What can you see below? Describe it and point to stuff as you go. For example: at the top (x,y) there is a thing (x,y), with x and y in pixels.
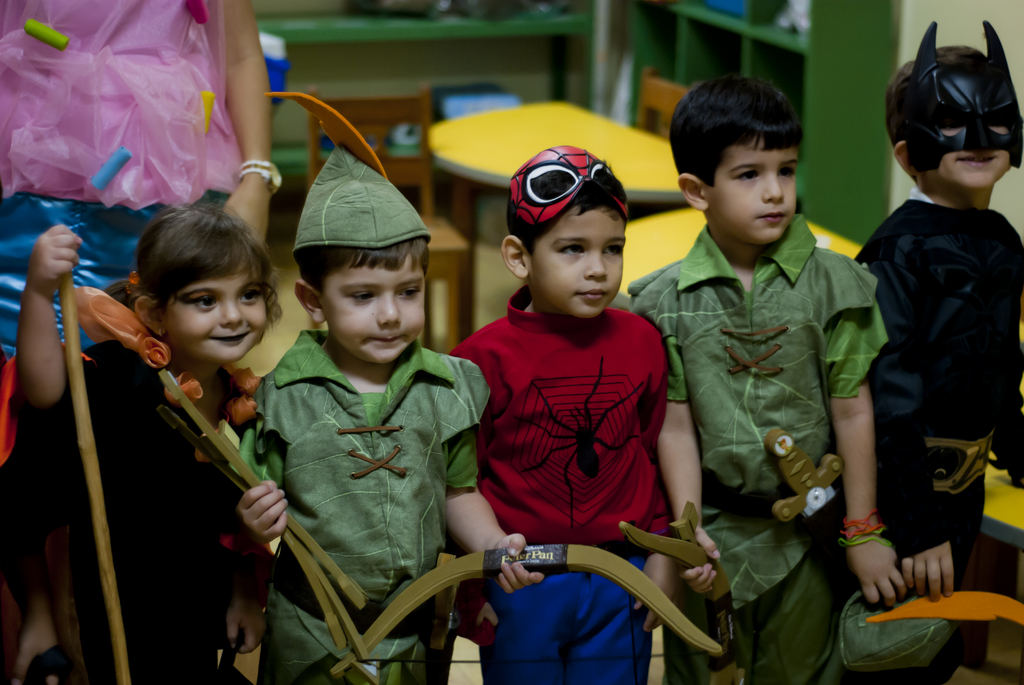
In this picture we can see five kids (257,404) are standing and holding something, they wore costumes (703,366), on the left side (145,156) there is another person (111,146), in the background (621,160) we can see tables (598,143), chairs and shelves (844,27).
